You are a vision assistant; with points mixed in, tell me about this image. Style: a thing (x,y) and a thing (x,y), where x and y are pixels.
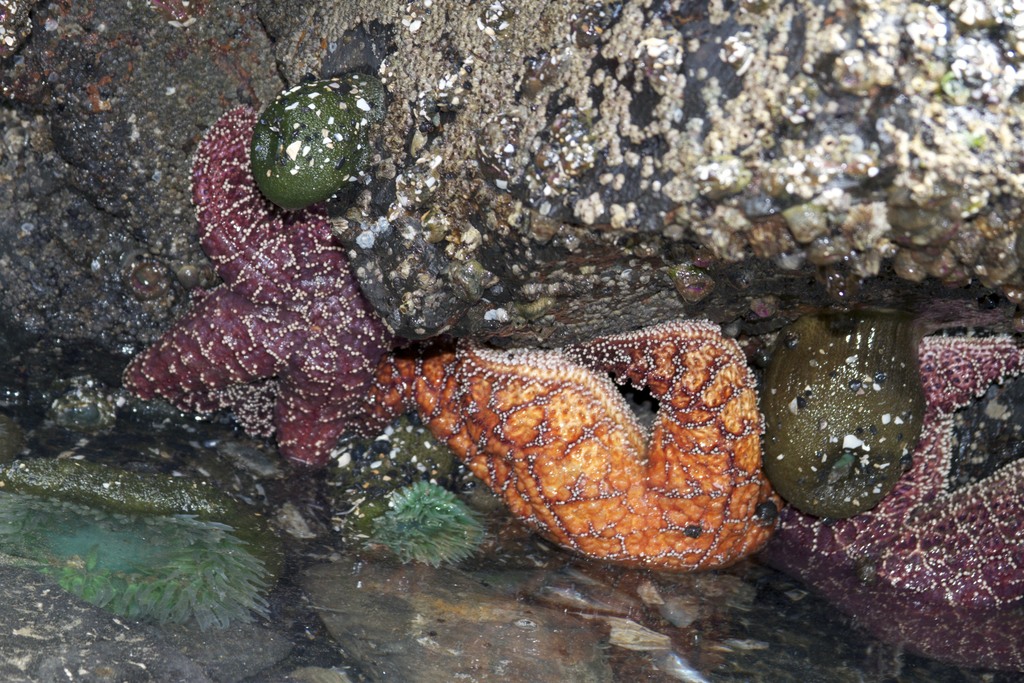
In the middle of this image (447,403) there are starfishes (301,410). At the bottom (265,621), I can see the water (552,627) and some stones (335,641). At the top (544,89) there is a rock (615,88).
